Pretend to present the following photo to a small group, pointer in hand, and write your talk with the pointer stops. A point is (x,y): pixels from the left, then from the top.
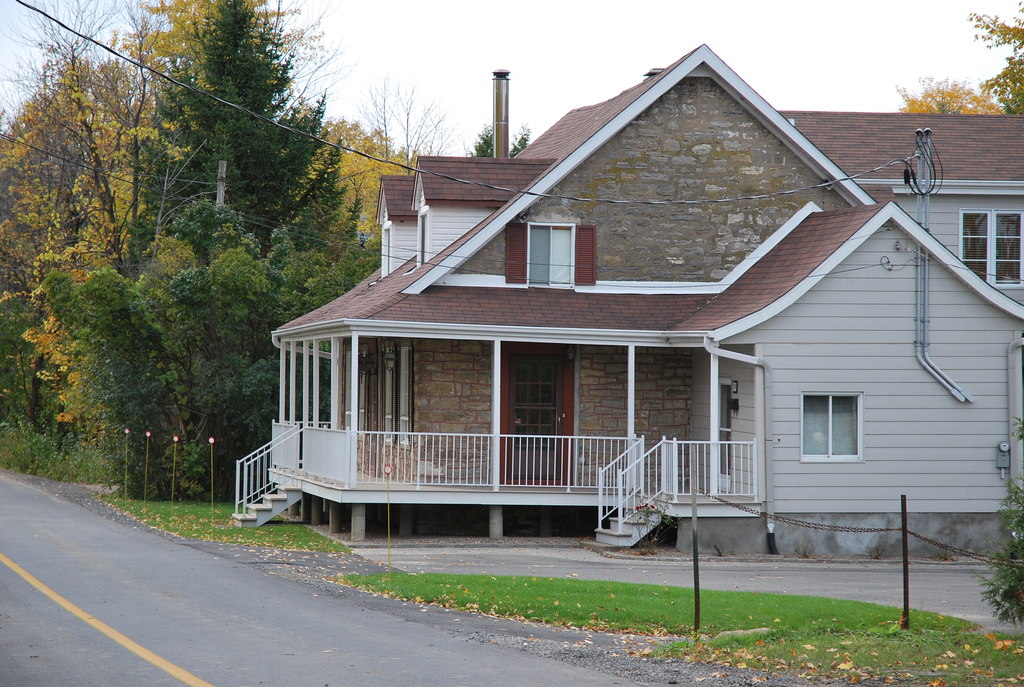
In this image I can see road (202,596). To the side of the road (173,604) there is a house (436,418) which is in white and brown color. I can see the railing (576,471) and windows (391,427) to the house (461,438). To the side there are many trees (148,338) and also poles (697,603). In the background (425,68) I can see the white sky (489,87).
